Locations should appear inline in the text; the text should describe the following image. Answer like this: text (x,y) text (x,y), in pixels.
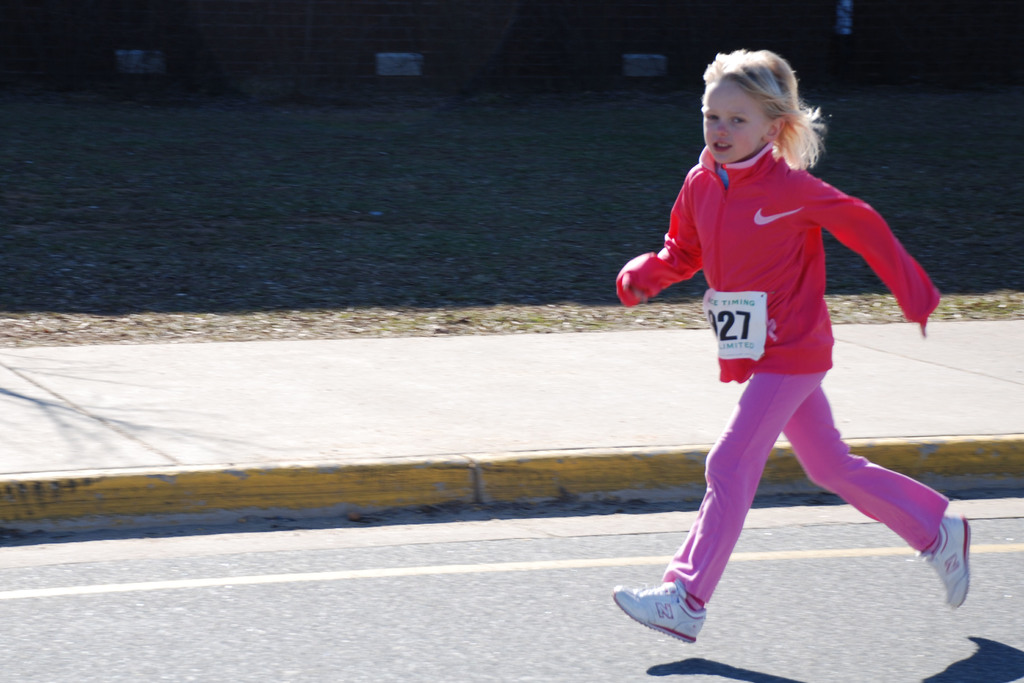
In the image it seems like there is a girl (819,453) running on the road (191,615).
